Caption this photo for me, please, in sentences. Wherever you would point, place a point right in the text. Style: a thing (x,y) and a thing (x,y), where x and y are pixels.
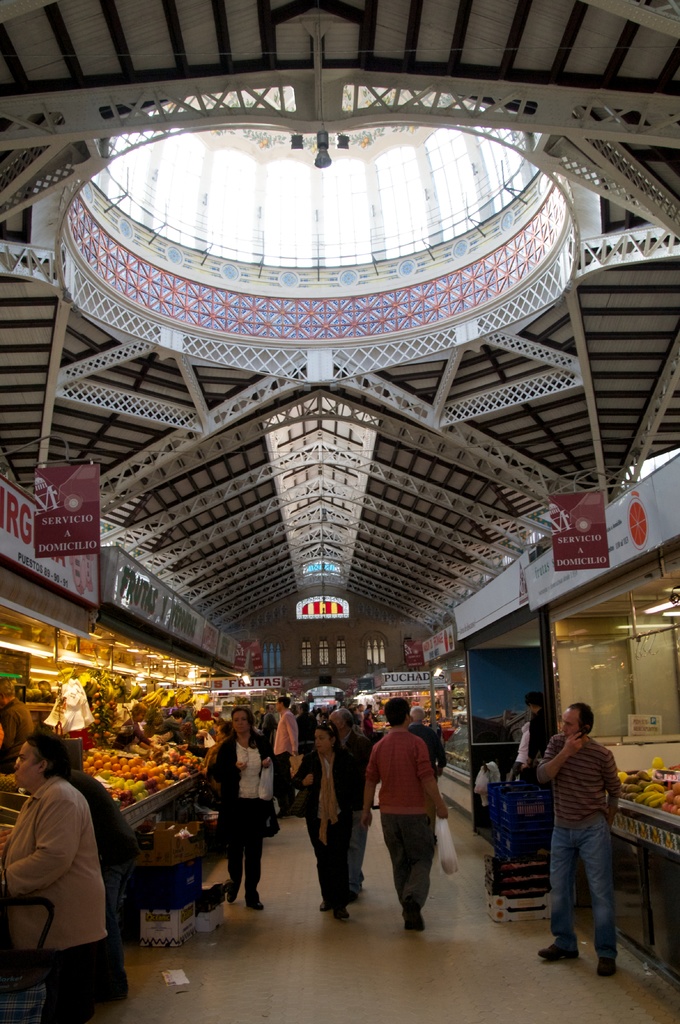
This image is taken indoors. At the bottom of the image (280,947) there is a floor (264,924). At the top of the image (175,199) there is a roof (348,511) and there are many iron bars (414,478). On the left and right sides of the image there are many fruits (642,783), vegetables (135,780) and eatables (168,741) in the baskets (630,776). In the middle of the image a few people (330,797) are walking on the floor (388,879) and a few are standing. There are a few boards (45,504) with text (45,504) on them.
